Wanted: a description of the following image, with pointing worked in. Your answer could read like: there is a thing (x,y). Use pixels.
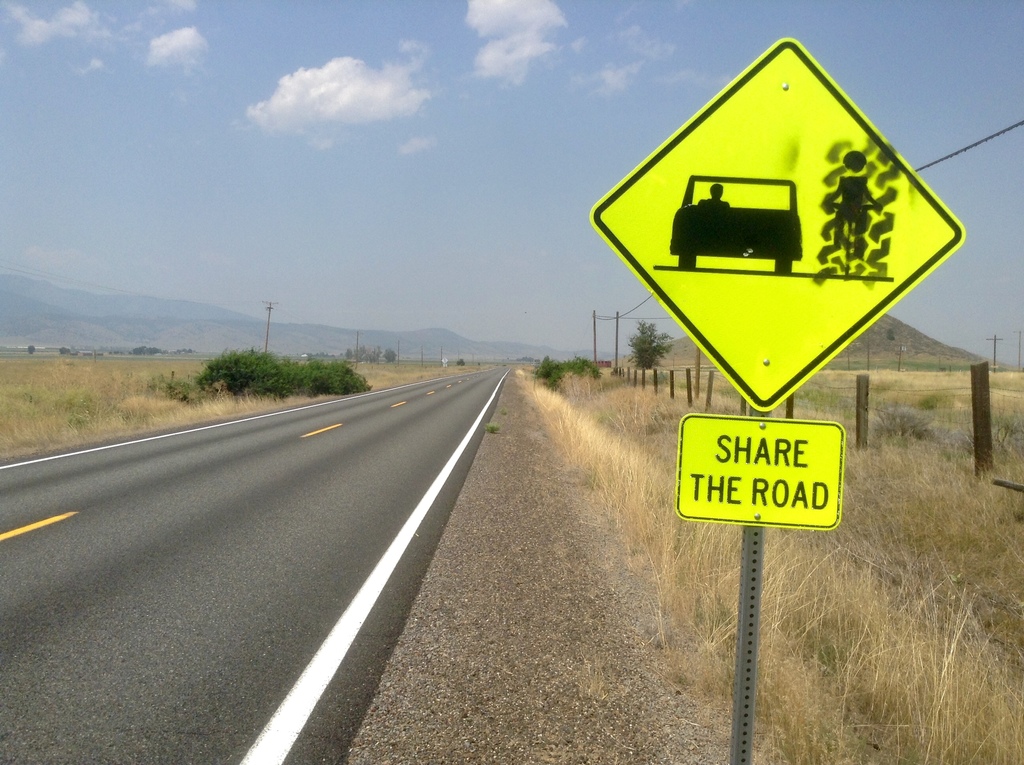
In this image in the front (764,355) there is a board (770,434) with some text (753,445) and symbols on it. In the background (321,396) there is dry grass (555,439), there are plants (332,367), poles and there are mountains (260,329) and the sky (334,32) is cloudy.
